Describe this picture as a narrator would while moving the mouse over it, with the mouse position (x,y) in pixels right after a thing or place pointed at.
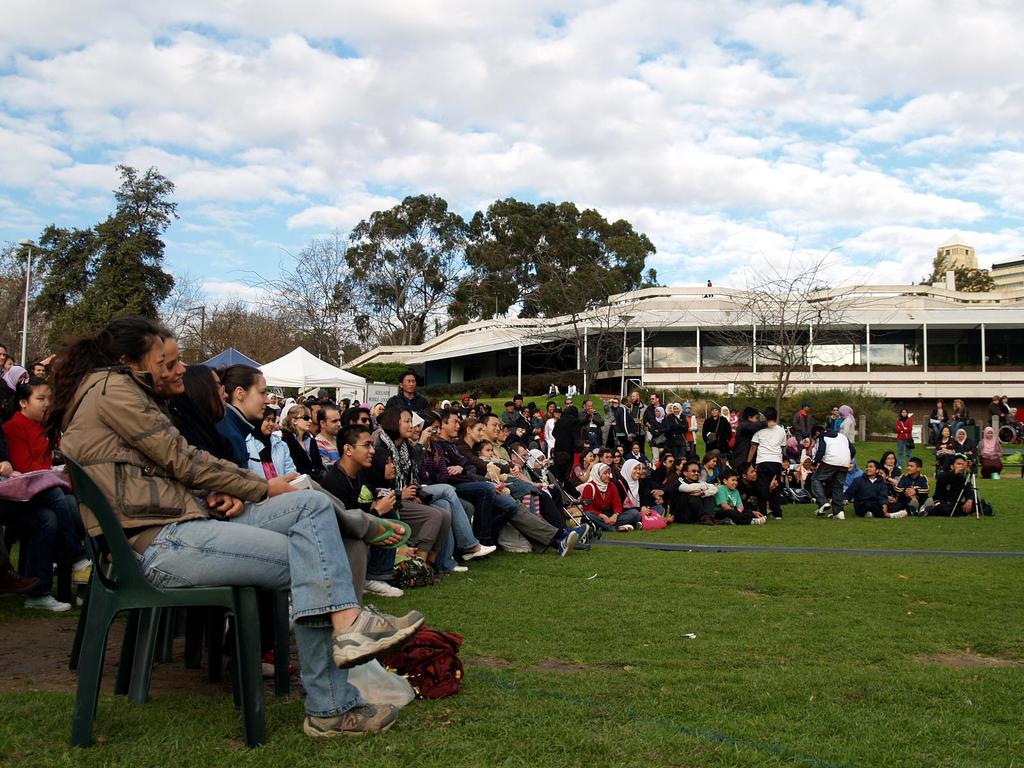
There are group of persons (515,483) sitting on the floor (702,536) in this image and at the background (53,247) there are trees (382,270) and cloudy sky (664,194).
